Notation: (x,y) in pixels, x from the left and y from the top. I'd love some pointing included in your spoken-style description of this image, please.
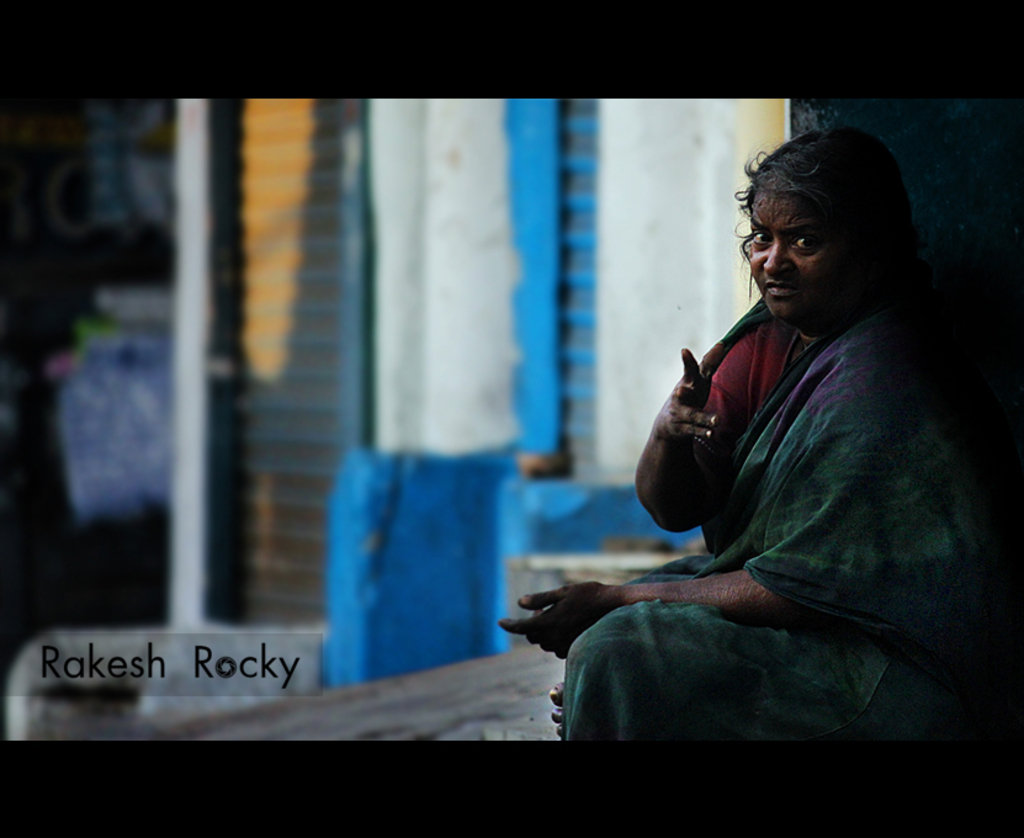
In this image I can see a person (885,214) sitting wearing green color saree (902,593), at the back (509,277) I can see wall (534,343) in blue and white color.
